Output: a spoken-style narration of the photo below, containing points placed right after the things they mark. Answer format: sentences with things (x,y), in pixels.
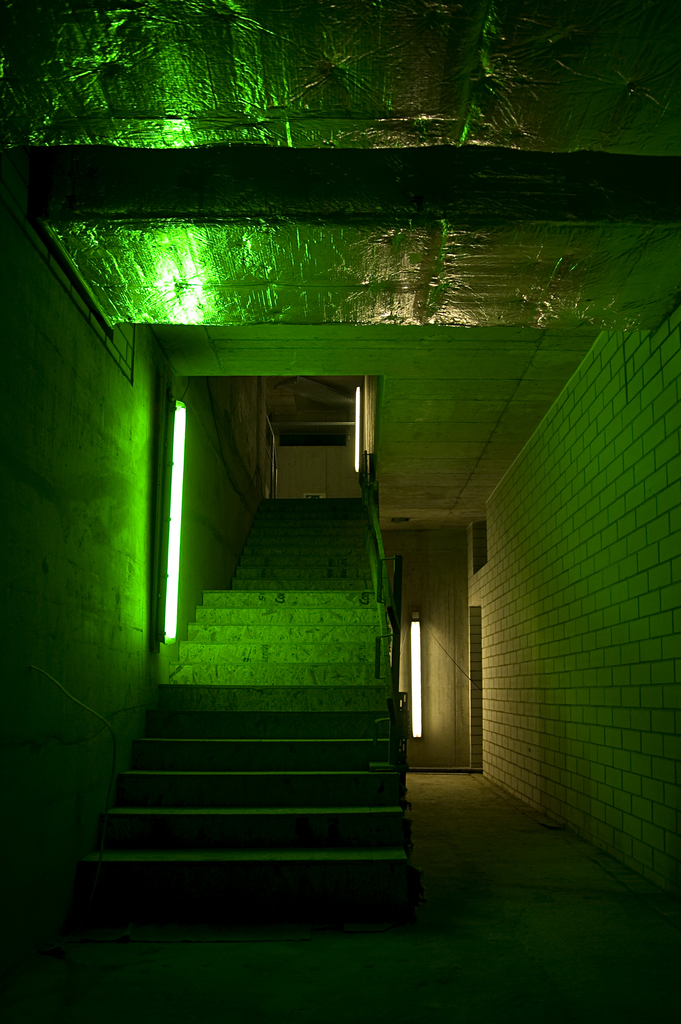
In this picture there is a inside view of the stairs (236,807). Beside there is a green color light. Behind there is a white door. On the top ceiling (323,351) there is a aluminium foil roofing (316,245).
